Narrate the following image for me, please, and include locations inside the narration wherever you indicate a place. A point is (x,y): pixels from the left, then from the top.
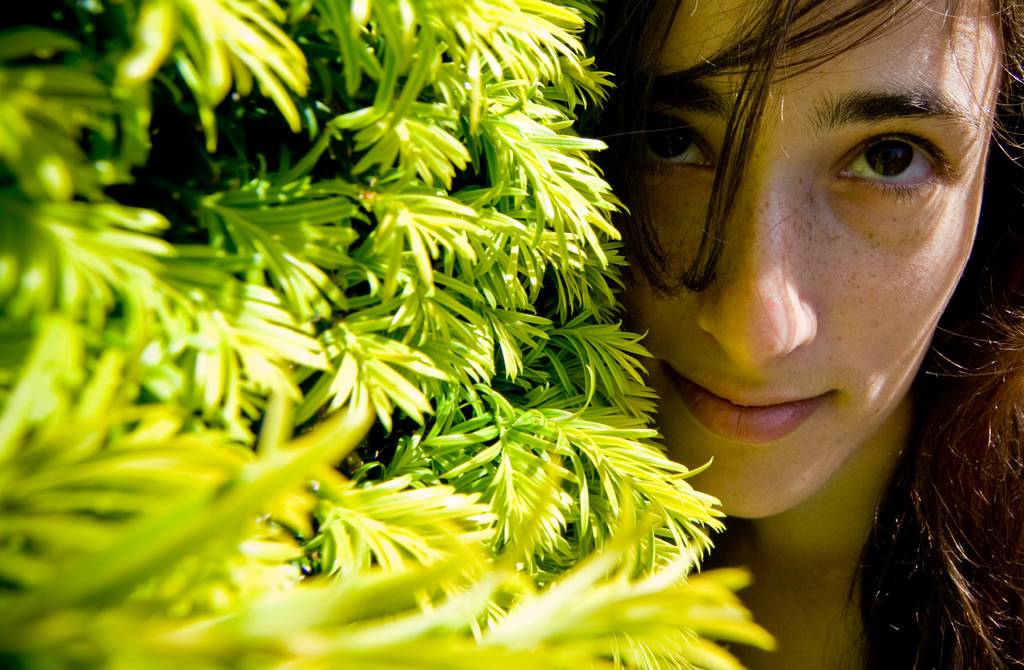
In this picture we can see a woman (644,245) and on the left side of the picture (104,106) we can see green leaves (399,144).
